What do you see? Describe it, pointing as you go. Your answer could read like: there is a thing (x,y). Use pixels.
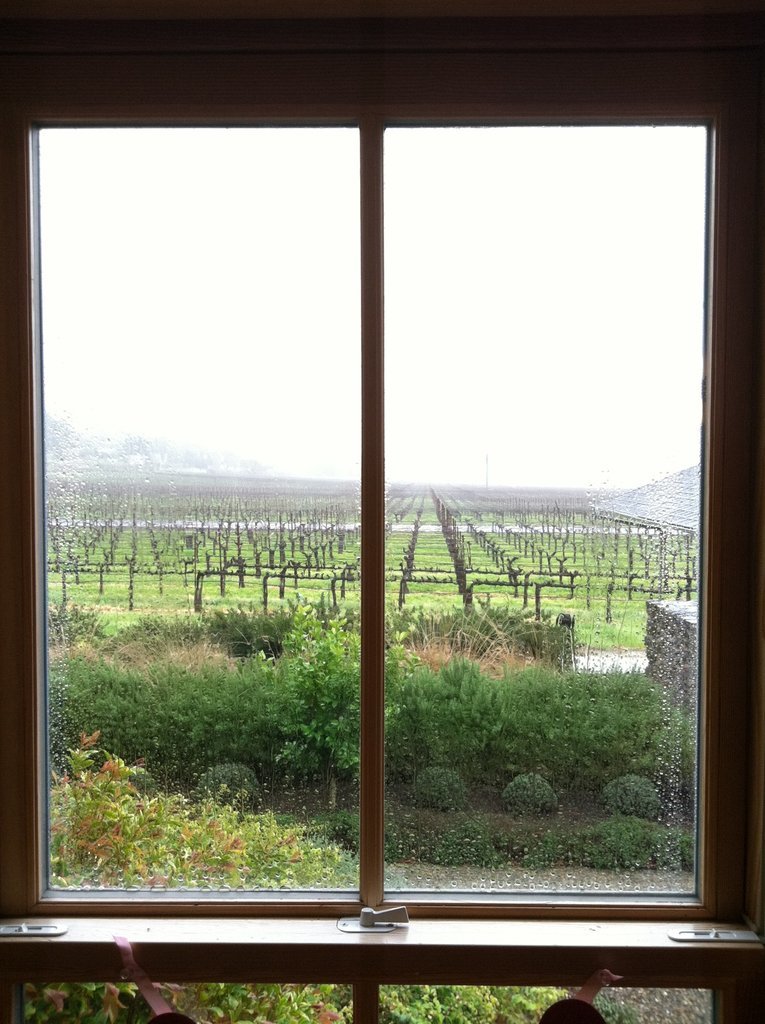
In this image there is a window (363,531) through which we can see the trees (319,759). Behind the trees (262,673) there is a farm (432,525) in which there are trees (541,555). On the right side (648,650) there is a building (666,683).
